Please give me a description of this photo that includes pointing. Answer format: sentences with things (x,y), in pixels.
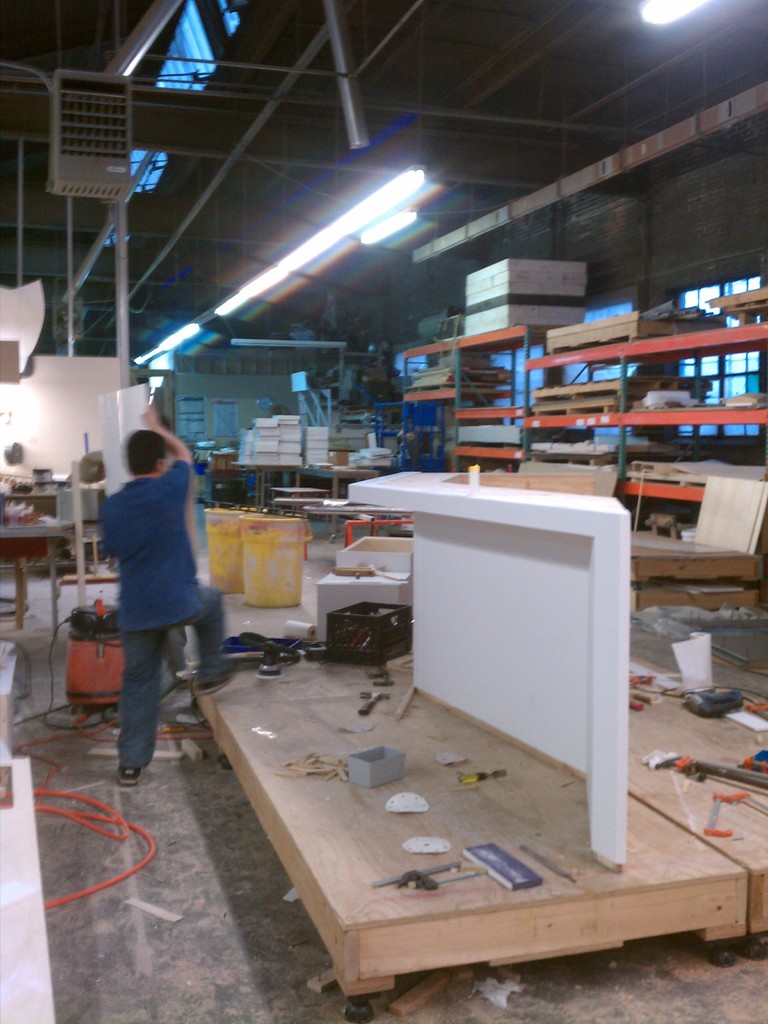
In this picture i can see a man (135,687) is standing and holding an object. On the right side (547,805) i can see a wooden board (510,810) on which i can see some objects (507,645) on it. In the background (380,235) i can see tube lights (376,201), shelf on which i can see boxes (312,436) and other objects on it.
